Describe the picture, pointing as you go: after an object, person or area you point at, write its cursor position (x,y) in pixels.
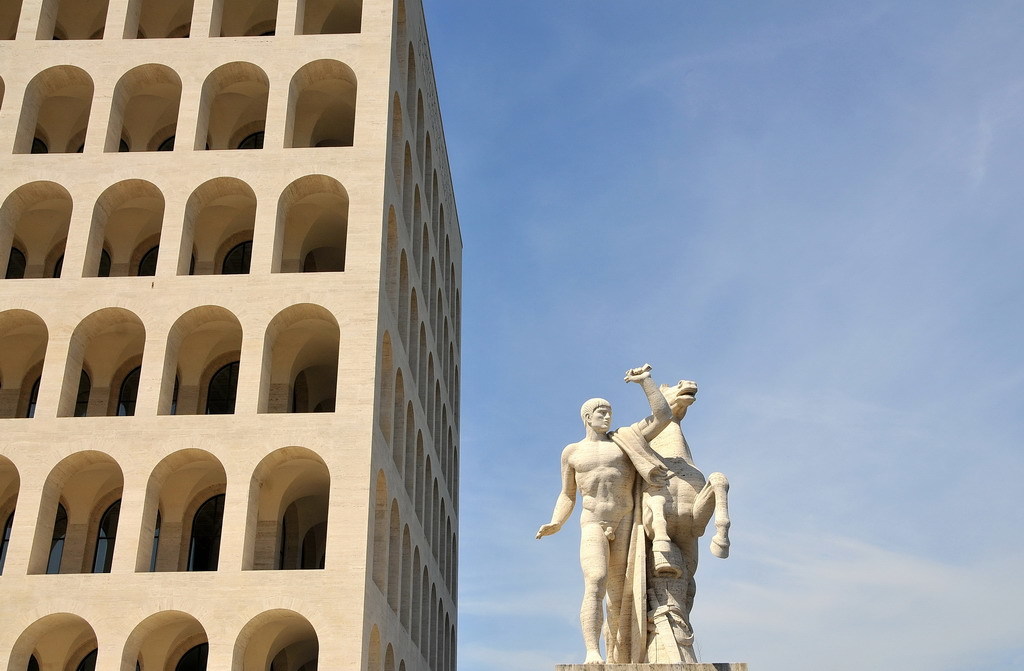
This is an outside view. At the bottom (695,552) there is a statue (623,554) of a person (600,526) and a horse (681,518). On the left side (258,362) there is a building (247,398) along with the pillars (245,547) and windows (212,550). On the right side (893,388), I can see the sky (686,160) in blue color.
